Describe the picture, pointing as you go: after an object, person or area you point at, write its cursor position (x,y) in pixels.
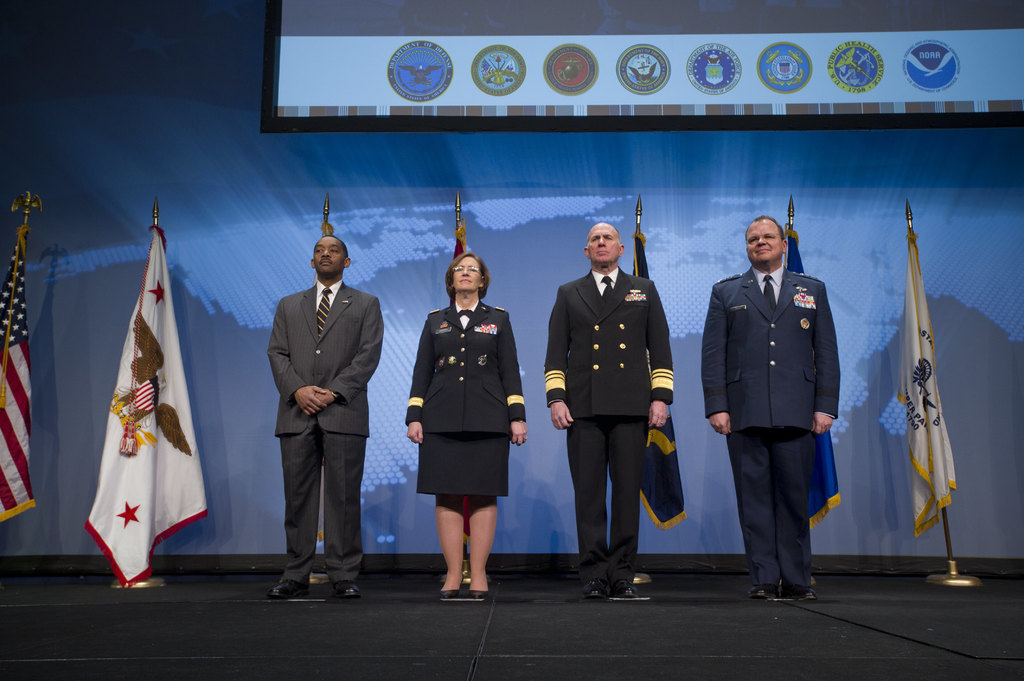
In the image there are three men (649,282) and women (426,403) in suits (488,416) standing on stage (548,632) with flags (159,248) behind them in front of a screen (563,99).
